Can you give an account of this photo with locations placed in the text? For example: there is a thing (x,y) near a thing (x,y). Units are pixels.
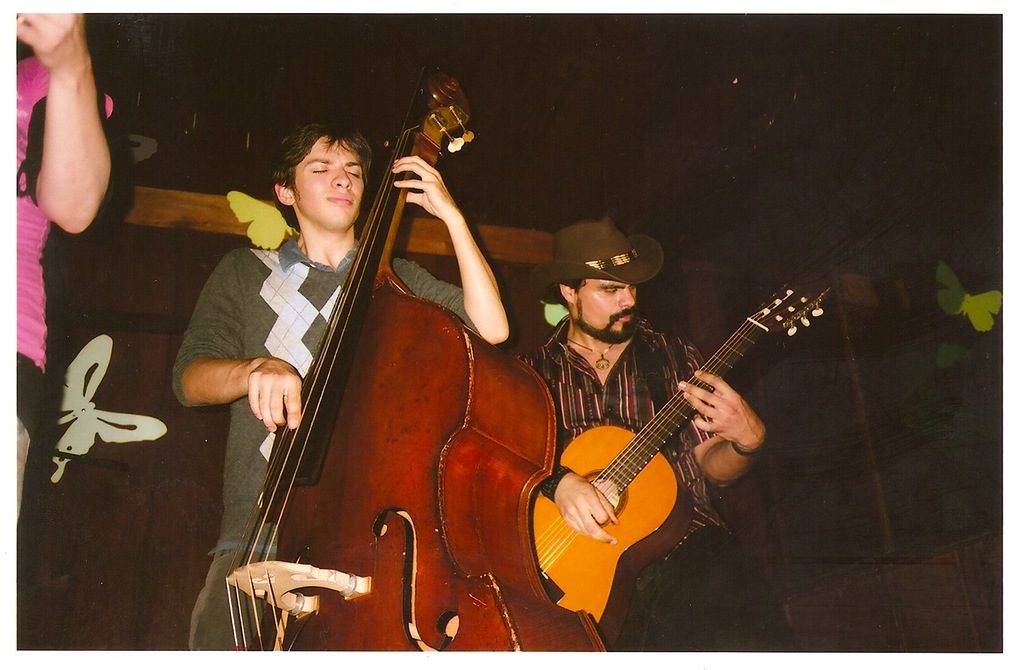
This 2 persons (594,364) are playing a bass (367,369) and a guitar (616,448). This person (628,395) wore hat (632,263).
